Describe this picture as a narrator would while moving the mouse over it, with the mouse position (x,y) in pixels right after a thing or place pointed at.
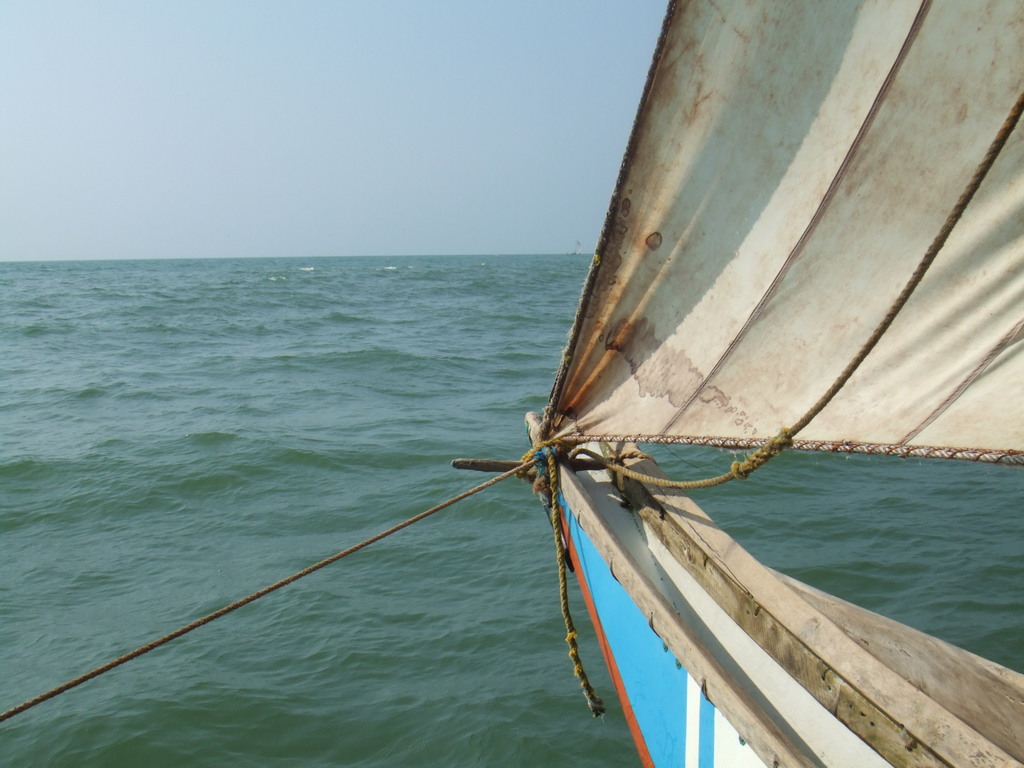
In this image I can see a boat (679,620) which is blue, white and brown in color and few ropes (699,486) on the boat (789,415). In the background (422,525) I can see the water (325,360) and the sky (417,152).
